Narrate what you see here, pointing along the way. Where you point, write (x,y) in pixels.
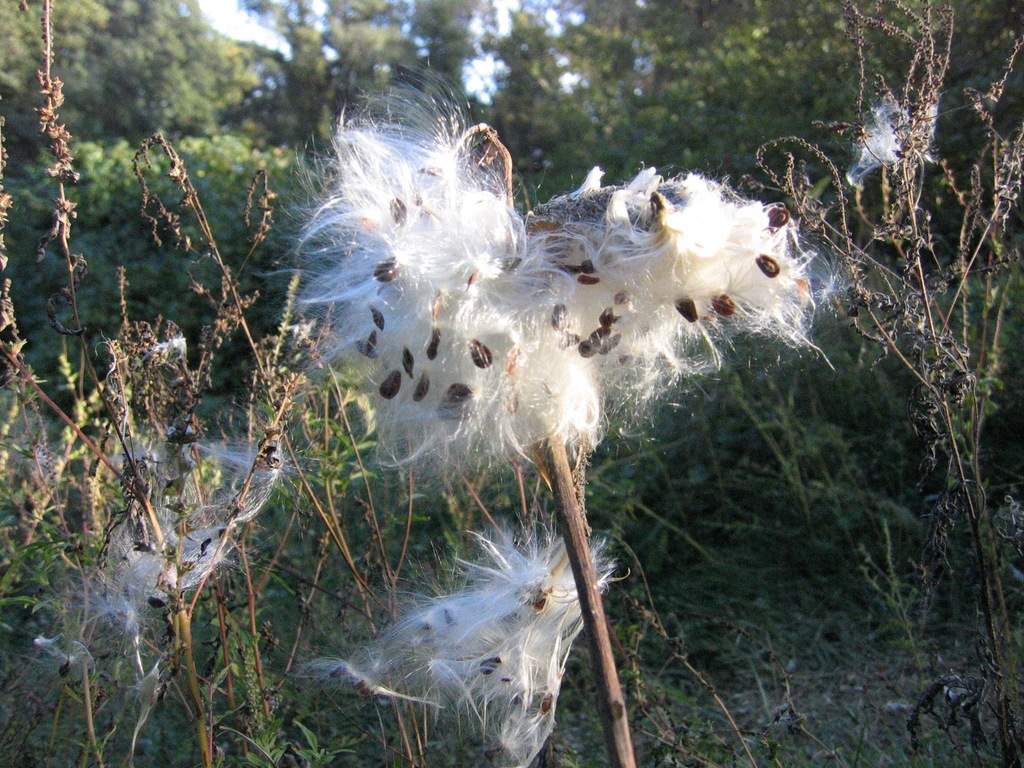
In this picture, we see the plants (331,544) which have seeds (460,395) and the white color thing (512,381) which looks like the cotton (539,543). There are trees (555,157) in the background (644,129) and this picture is blurred in the background (701,643).
